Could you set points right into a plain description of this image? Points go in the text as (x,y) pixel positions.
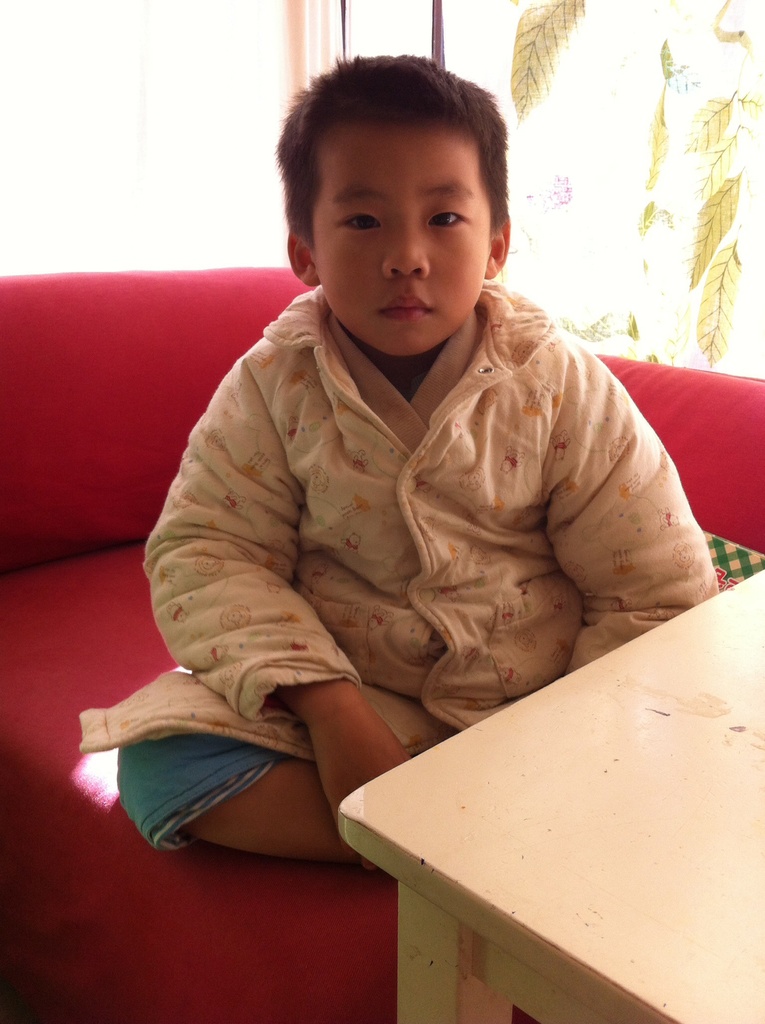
This picture is mainly highlighted with a boy (360,348) sitting on a red colour sofa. This is a table (579,851). On the background (518,55) we can see a window (655,104) and a wall (210,94).
